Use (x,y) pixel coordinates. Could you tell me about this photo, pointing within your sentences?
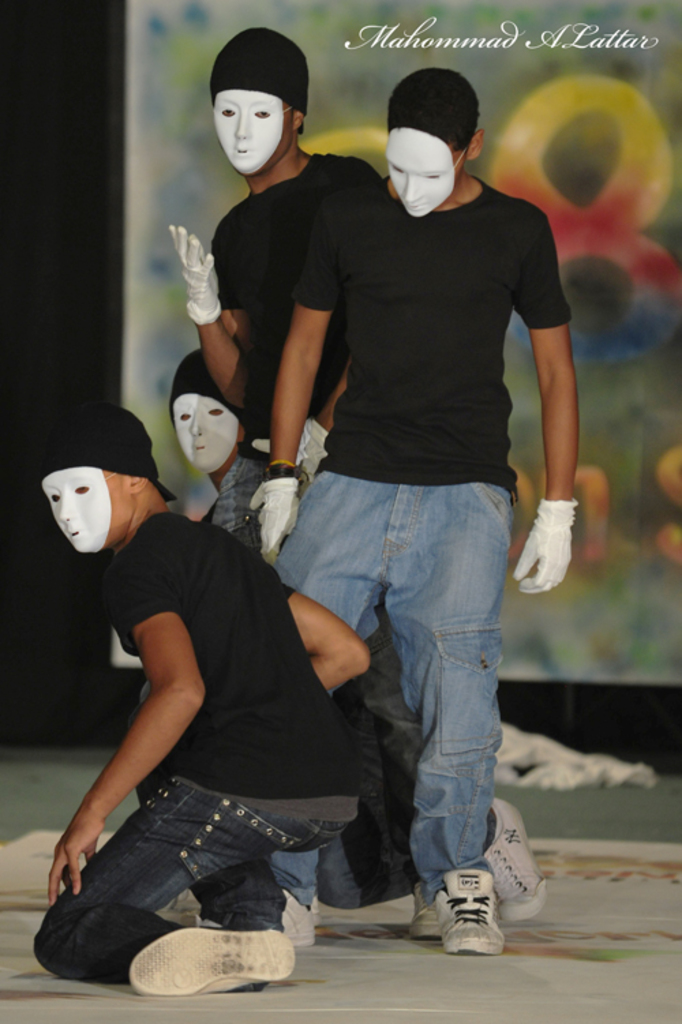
Here I can see four men (369,267) wearing t-shirts (362,356), jeans (348,561) and masks (245,129) to the faces (410,160). Two men (406,203) are standing and another two men (216,643) are sitting on the knees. It seems to be they are dancing on the floor (448,990). In the background (641,410) there is a board (617,448). In the top right (481,43), I can see some text (470,41).
